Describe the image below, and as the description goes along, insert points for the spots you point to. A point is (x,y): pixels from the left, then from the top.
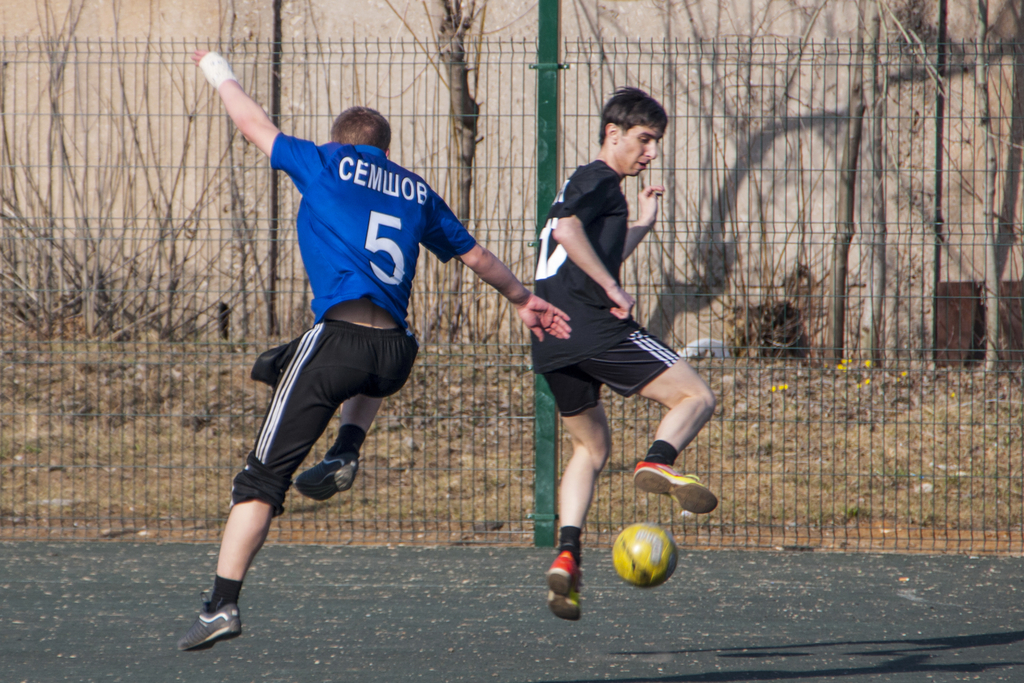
The pictures taken in a futsal court (937,588). In the foreground of the picture (494,257) there are two persons (383,276) playing football (631,545). In the center of the picture (498,433) there is fencing (66,452), outside the fencing (86,199) there are trees (62,288), stones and soil (868,371). At the top (269,23) there is a wall (632,28).
